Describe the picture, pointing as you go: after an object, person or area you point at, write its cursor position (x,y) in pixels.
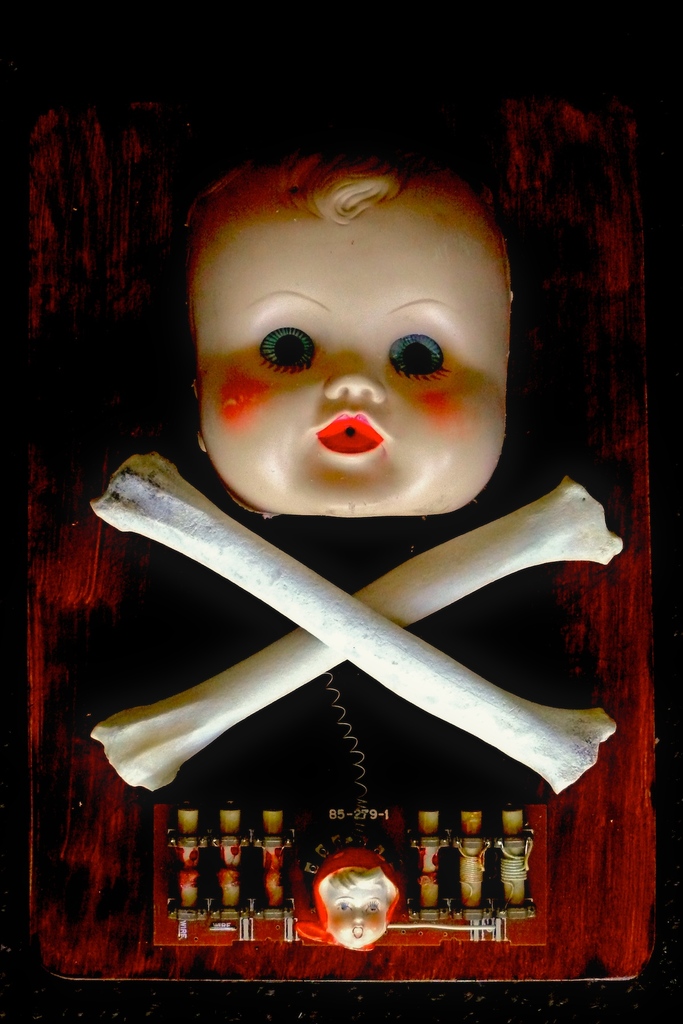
Here in this picture we can see a head (336,302) of a toy (332,410) and skeleton bones (170,711) present on the table (281,774) over there.
